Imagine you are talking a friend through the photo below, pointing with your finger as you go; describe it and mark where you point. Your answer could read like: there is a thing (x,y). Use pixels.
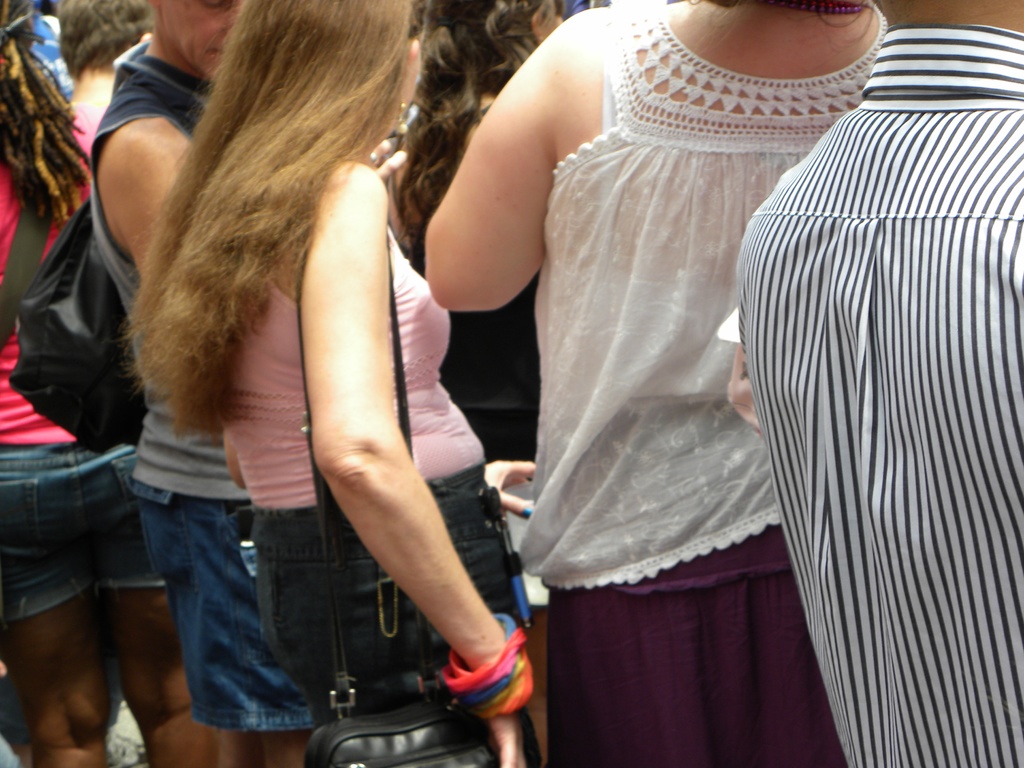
In this image, we can see a group of people (491,557) are standing. Few are wearing bags (80,348). Here a woman (359,395) is holding some object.
